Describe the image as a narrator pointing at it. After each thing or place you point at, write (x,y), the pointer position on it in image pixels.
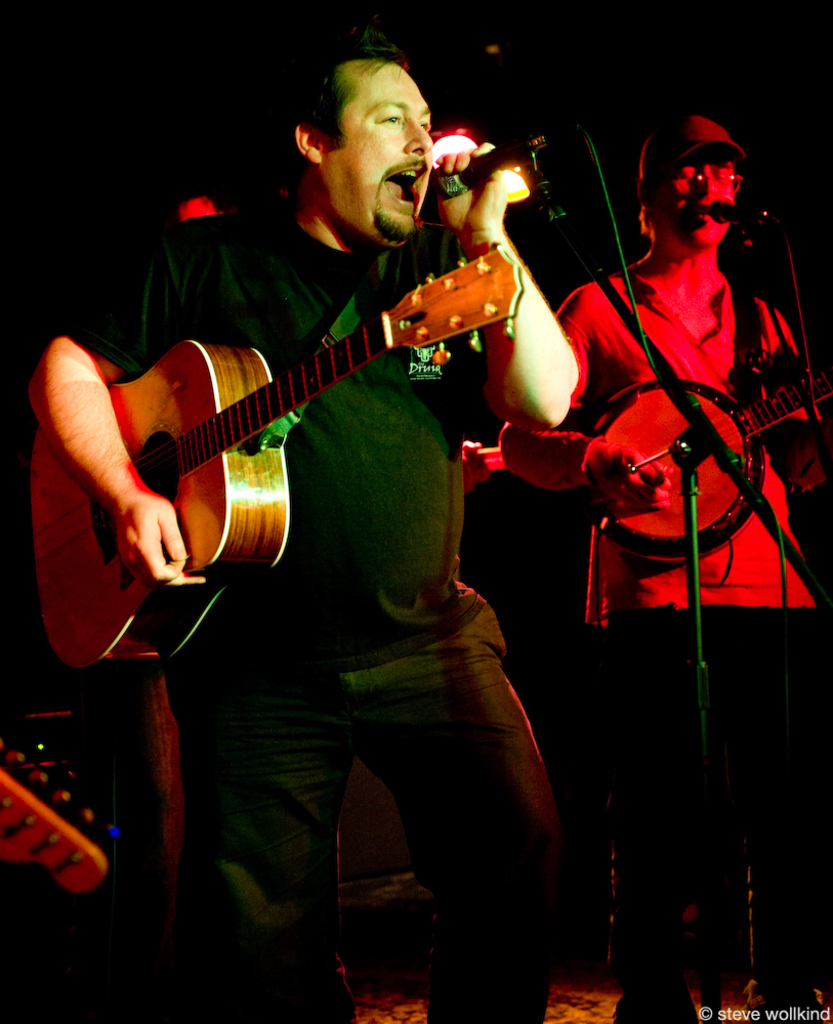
In this picture we can see two men (761,718) are playing a guitar (239,409) and a banjo (717,530) and they are singing on the mikes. There is a dark background (559,715) and we can see lights (522,176).
